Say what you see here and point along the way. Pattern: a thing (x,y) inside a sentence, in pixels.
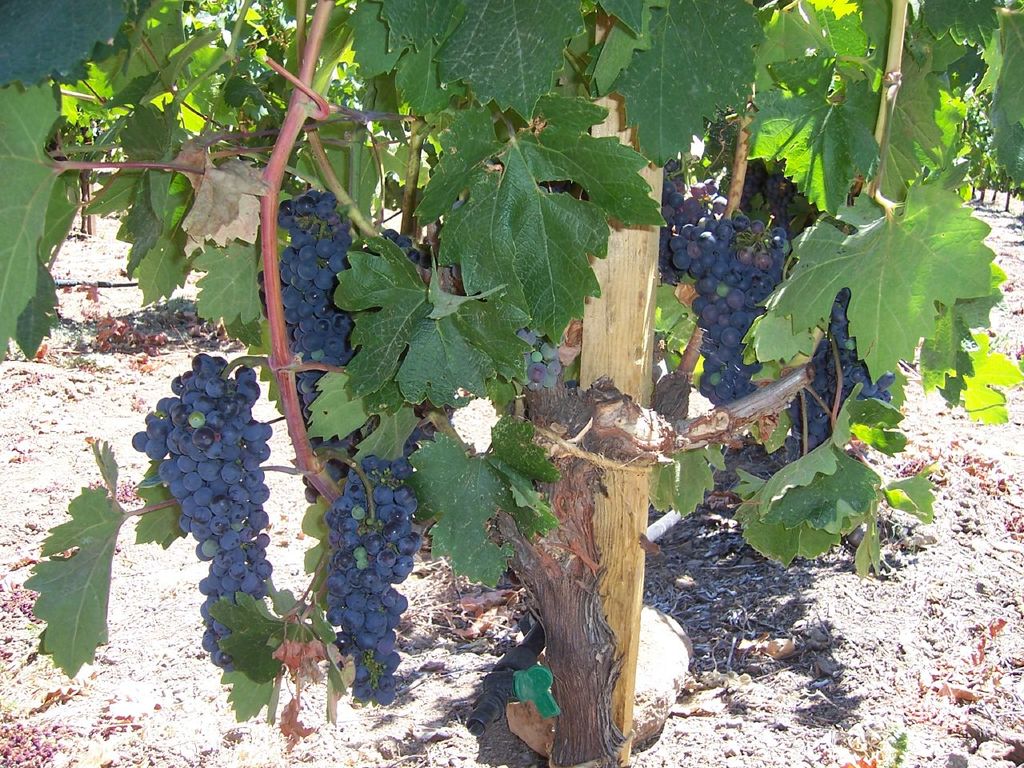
There are grapes (344,244) on the grape plant (450,467). Also there is a wooden pole (635,328). On the ground (691,668) there is dried leaves (778,641) and a pipe (669,528).
